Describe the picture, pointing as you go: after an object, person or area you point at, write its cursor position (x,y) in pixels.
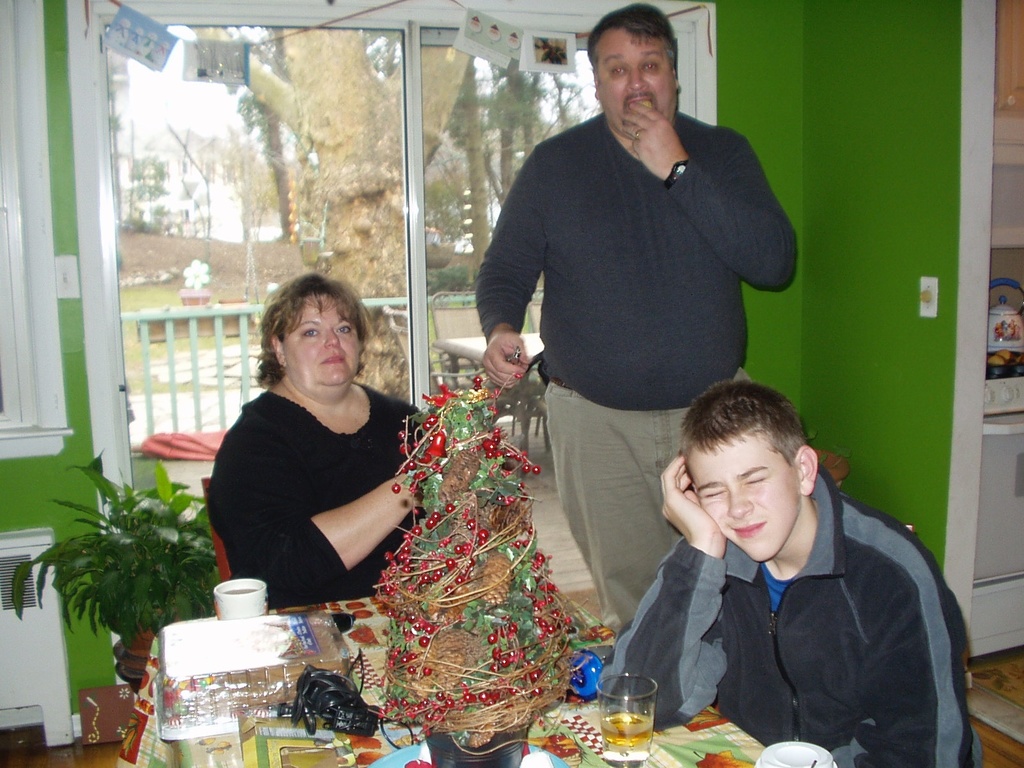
In the center of the image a table (359,628) is there. On the table (267,666) we can see glasses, cups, tree (410,672) and some objects (328,647) are present, beside the table (296,650) a lady (370,511) and a boy (710,617) are sitting on a chair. In the middle of the image (666,292) we can see a man (614,236) is standing. At the bottom left corner (53,562) a bush (157,543) is there. At the top of the image (242,151) we can see some trees (300,173), sky (215,99), window (453,121), cards (516,50) are present. On the right side of the image (1007,323) we can see cupboards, containers (1000,334) are present. At the bottom of the image (1003,732) floor (1011,752) is there.
